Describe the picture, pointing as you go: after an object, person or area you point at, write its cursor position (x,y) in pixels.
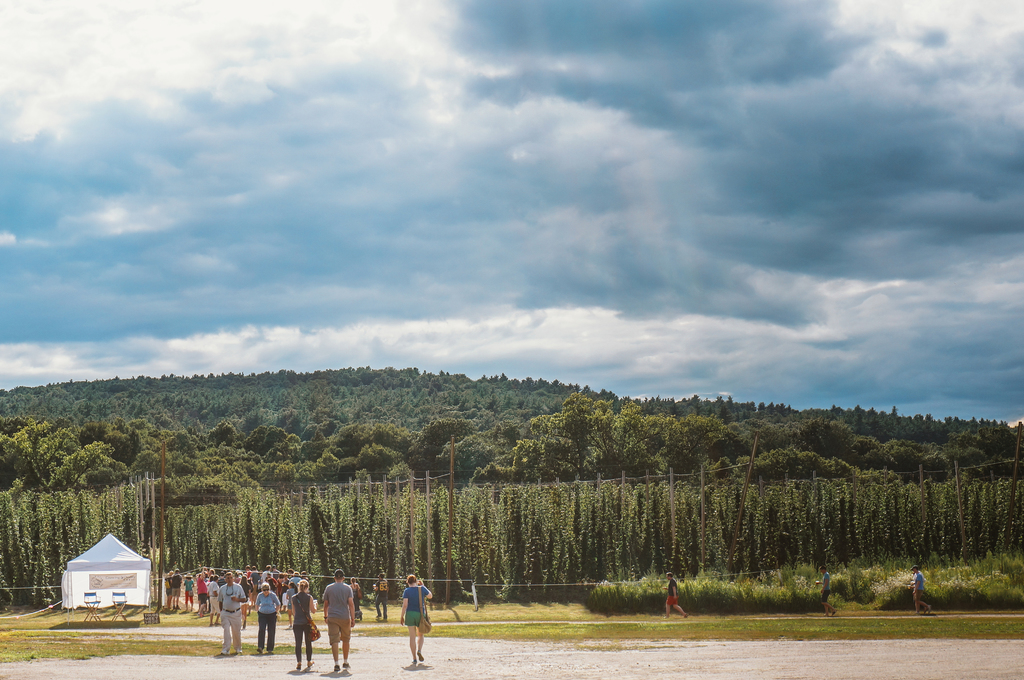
This picture is clicked outside the city. On the left (271,617) we can see the group of people (271,617) walking on the ground (379,649), we can see a white color tent (132,574) and the chairs (121,612). In the center (348,427) we can see the plants (740,595), group of people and trees (584,427). In the background (619,159) there is a sky (218,366).
